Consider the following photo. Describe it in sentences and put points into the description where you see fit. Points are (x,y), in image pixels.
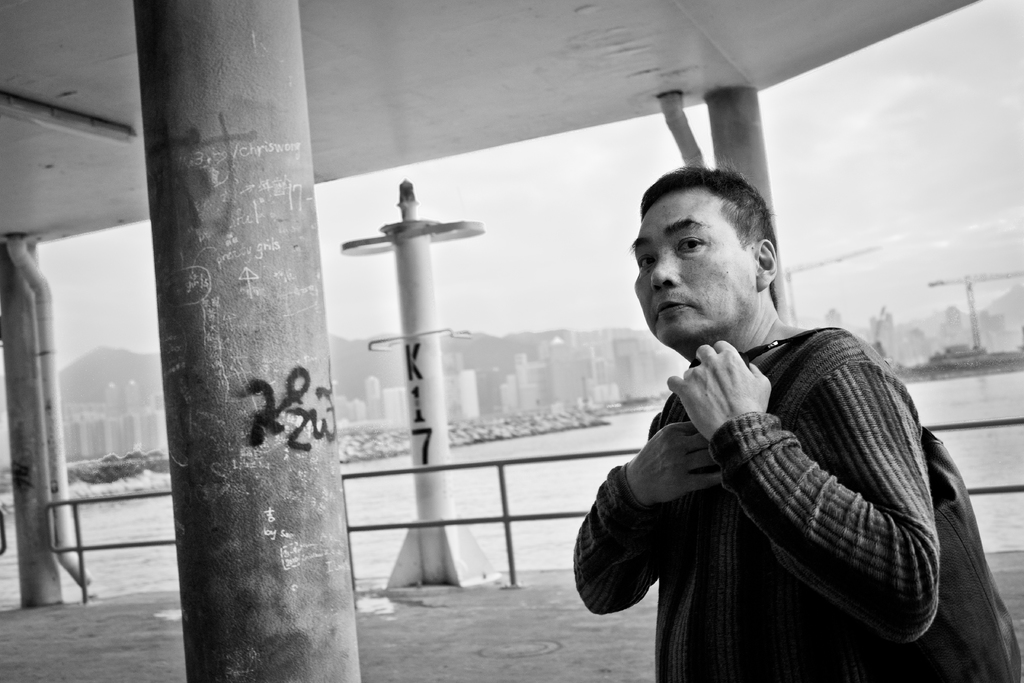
This is a black and white pic. On the right side (735,307) a man (730,315) is standing and carrying a bag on the shoulder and holding it with the hands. In the background (174,383) there are pillars (399,273), lights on the ceiling (22,60), fence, pipes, water (460,447), stones (390,426), buildings (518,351), cranes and clouds (579,265) in the sky (625,234).
